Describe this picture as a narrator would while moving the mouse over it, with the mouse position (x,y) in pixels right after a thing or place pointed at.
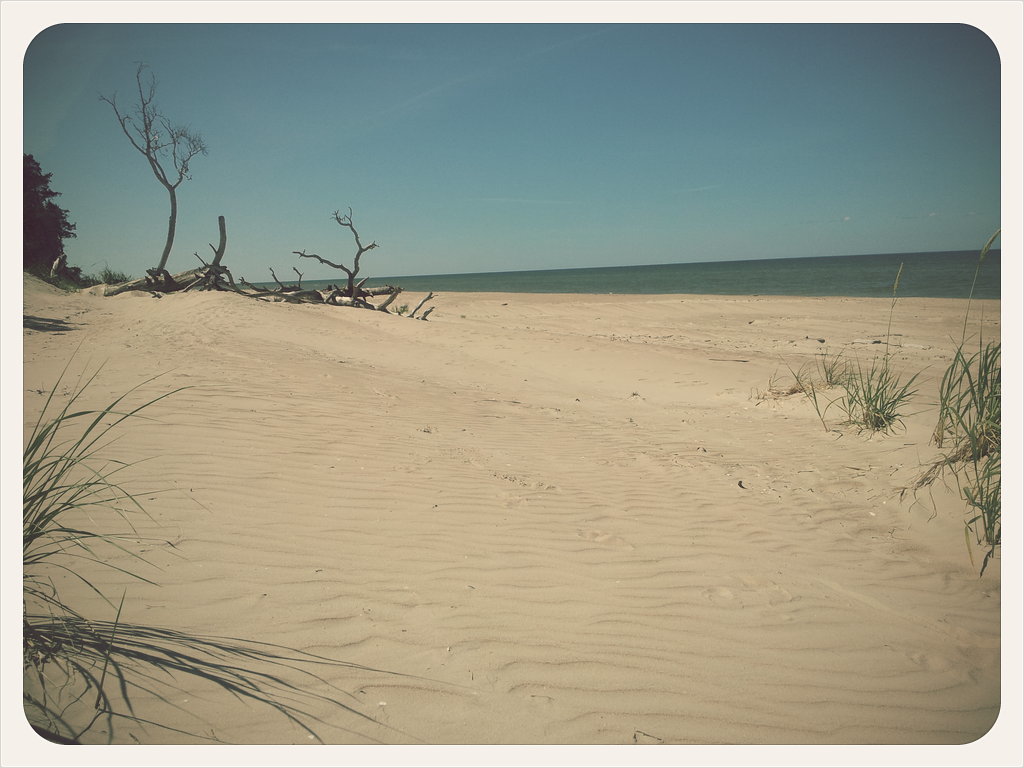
In this image we can see sandy land (415,429) with some grass (49,640) and dry trees (372,289). There is a sea (731,288) in the middle of the image (570,291). The sky (561,138) is in blue color.
